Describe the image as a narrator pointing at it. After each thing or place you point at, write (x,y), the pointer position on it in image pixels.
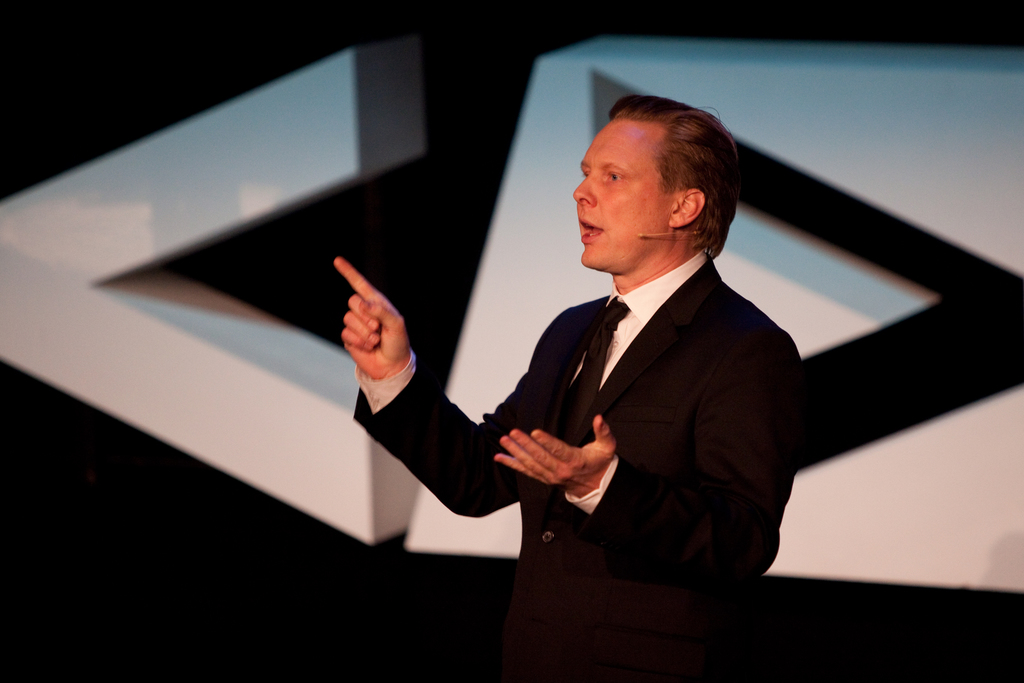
Here I can see a man (666,404) wearing a black color suit (663,488), standing facing towards the left side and speaking. In the background (870,105), I can see two white color blocks (179,224).
